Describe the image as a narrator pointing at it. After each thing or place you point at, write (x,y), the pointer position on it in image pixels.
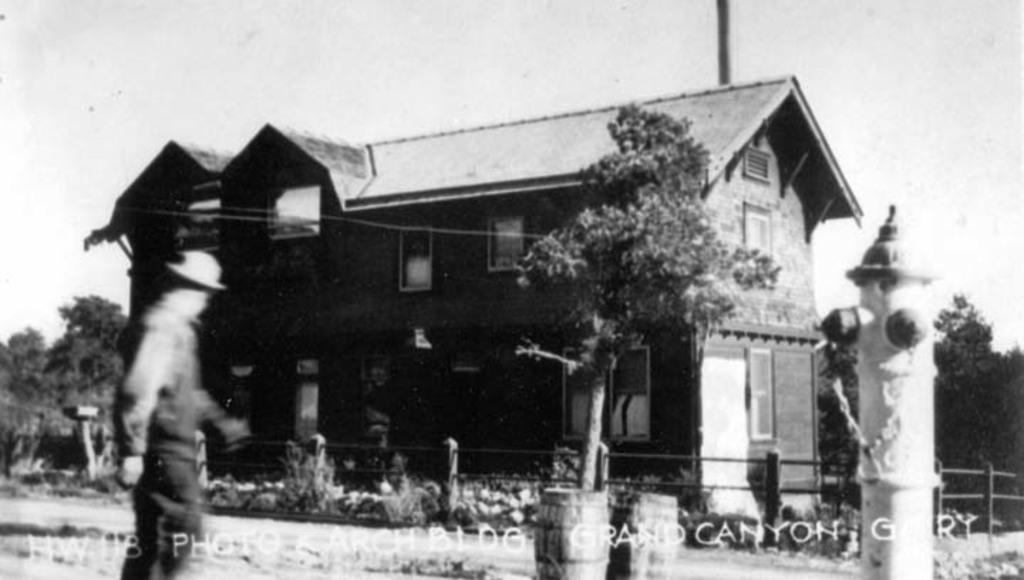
This is a black and white picture. In the foreground of the picture (617,513) there are barrels (596,494), tree (595,368), person (149,512) and pipe (885,392). In the center of the picture (435,293) there are plants (406,487), railing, house (434,256), windows (572,403) and door (732,399). In the background (69,374) there are trees (100,350). Sky (389,70) is clear and it is sunny.
